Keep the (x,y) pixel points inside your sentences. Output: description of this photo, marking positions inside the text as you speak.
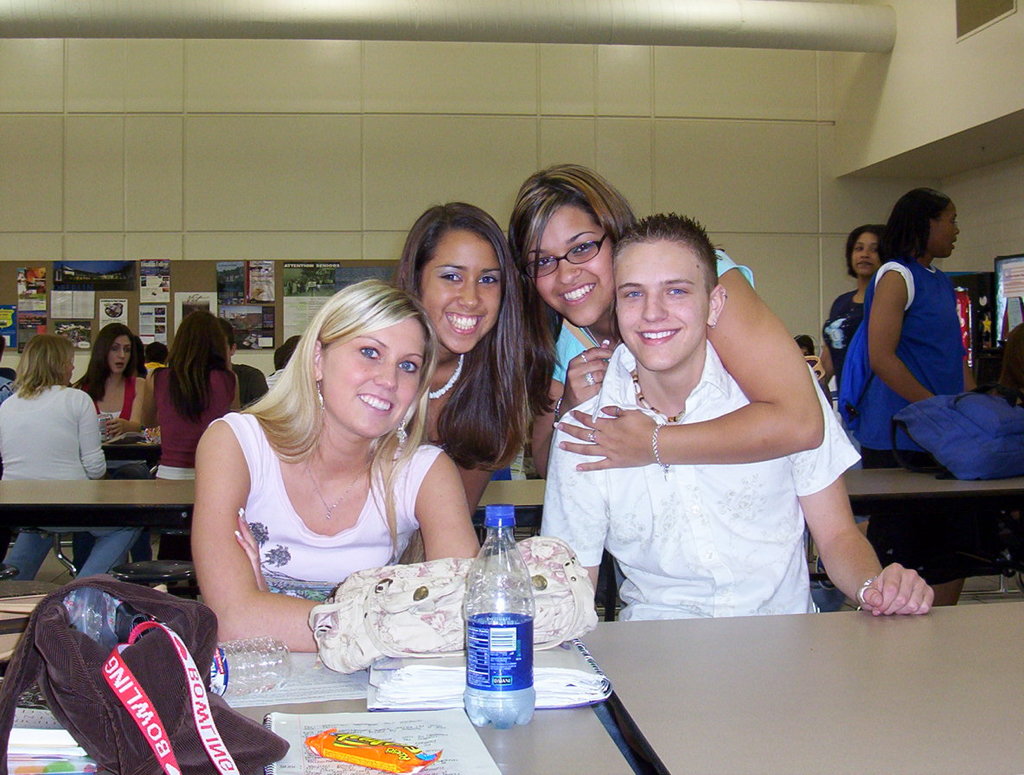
In this image there is a bag (119,580), papers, books (453,773), bottles (522,637) and some objects (344,644) on the table (662,726), there are group of people (642,605) standing and sitting on the benches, tables (564,739), papers (24,314) stick to the board (168,321) which is on the wall (813,227).
